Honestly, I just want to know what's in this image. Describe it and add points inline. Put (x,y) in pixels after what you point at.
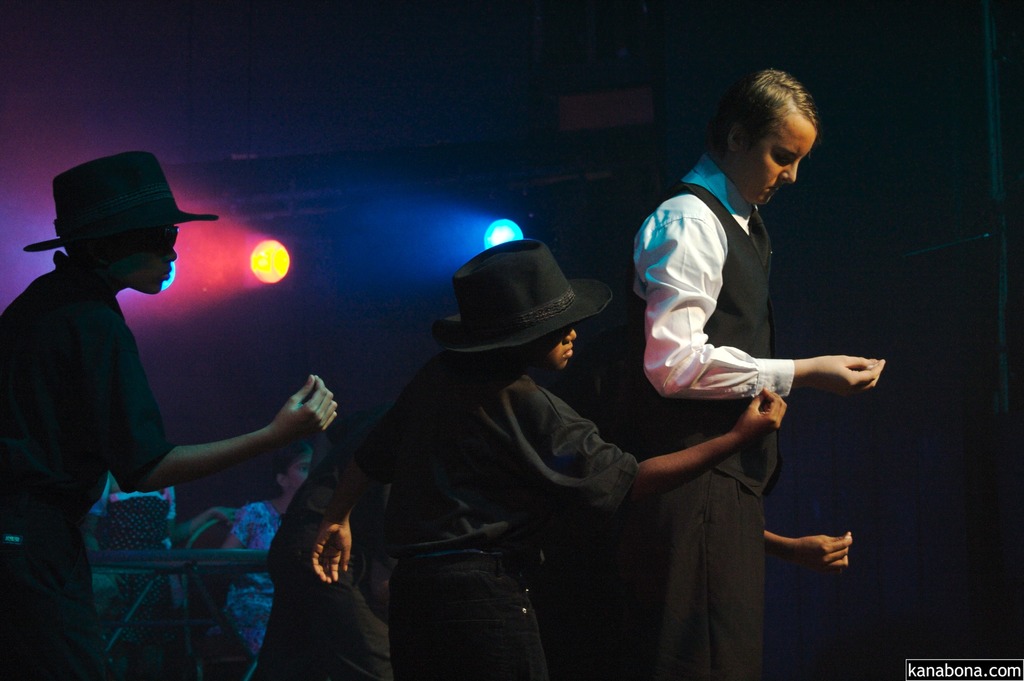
In this image there are three people (515,433) standing and two of them are wearing hats (508,252), and it seems that they are dancing. And in the background (265,506) there are some people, lights (280,251) and some objects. And there is a dark background (912,620).
